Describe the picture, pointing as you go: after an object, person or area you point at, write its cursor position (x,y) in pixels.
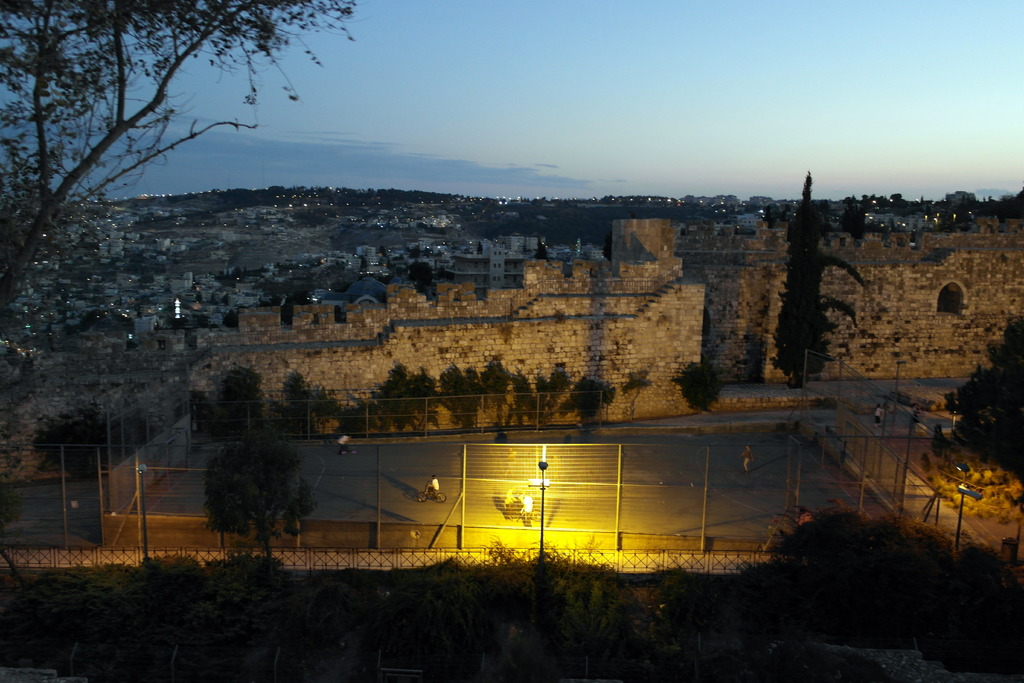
In this image we can see people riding bicycles (427,491) and there is a mesh (790,511). In the background (555,67) there are trees (88,66), buildings (204,286), hills (508,224) and sky (673,161). We can see a fort (632,318) and there are lights (532,479).
